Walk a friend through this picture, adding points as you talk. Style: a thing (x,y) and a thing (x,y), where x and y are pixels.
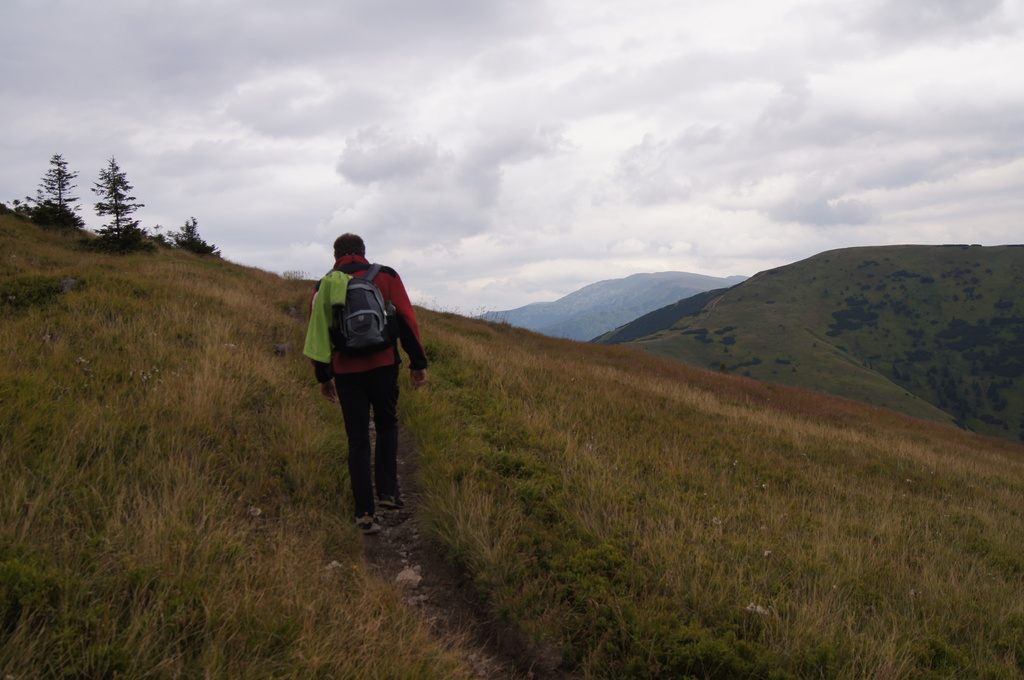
In the background (930,8) we can see the sky (740,80). In this picture we can see the hills (745,326), grass (818,433) and trees (37,213). We can see a person (351,359) wearing a backpack (358,287), jacket (394,298) and he is walking.
